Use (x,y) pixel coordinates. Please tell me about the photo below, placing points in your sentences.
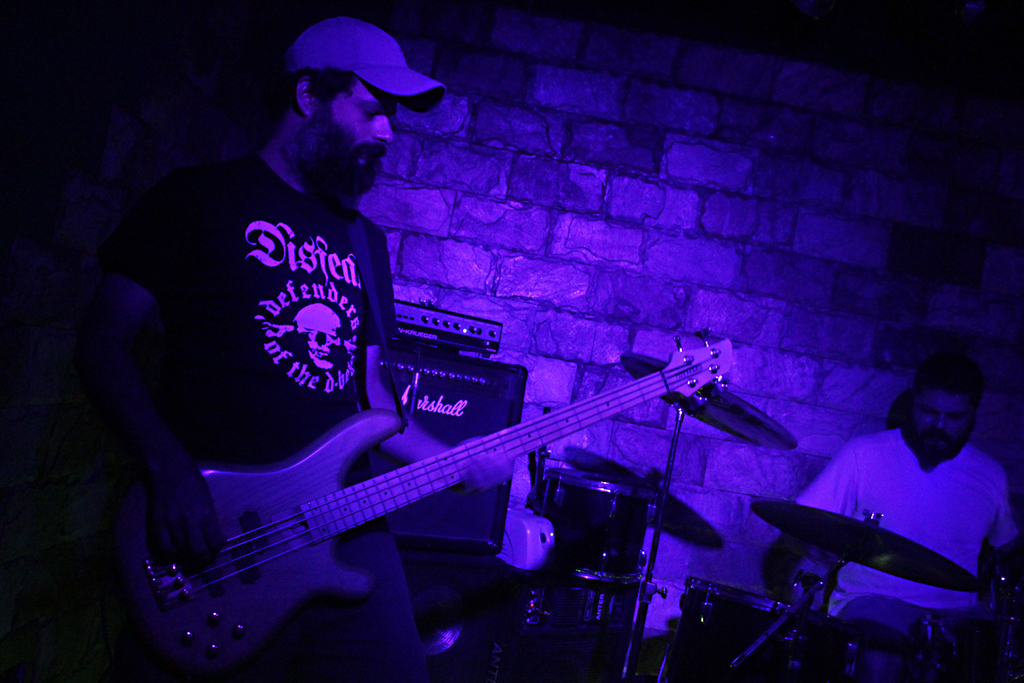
As we can see in the image there is a brick wall (675,229) and two people (244,351) over here and the man (244,366) who is standing on the left side (249,482) is playing guitar (361,483) and the man (901,465) on right side (885,558) is playing musical drums (875,568).
